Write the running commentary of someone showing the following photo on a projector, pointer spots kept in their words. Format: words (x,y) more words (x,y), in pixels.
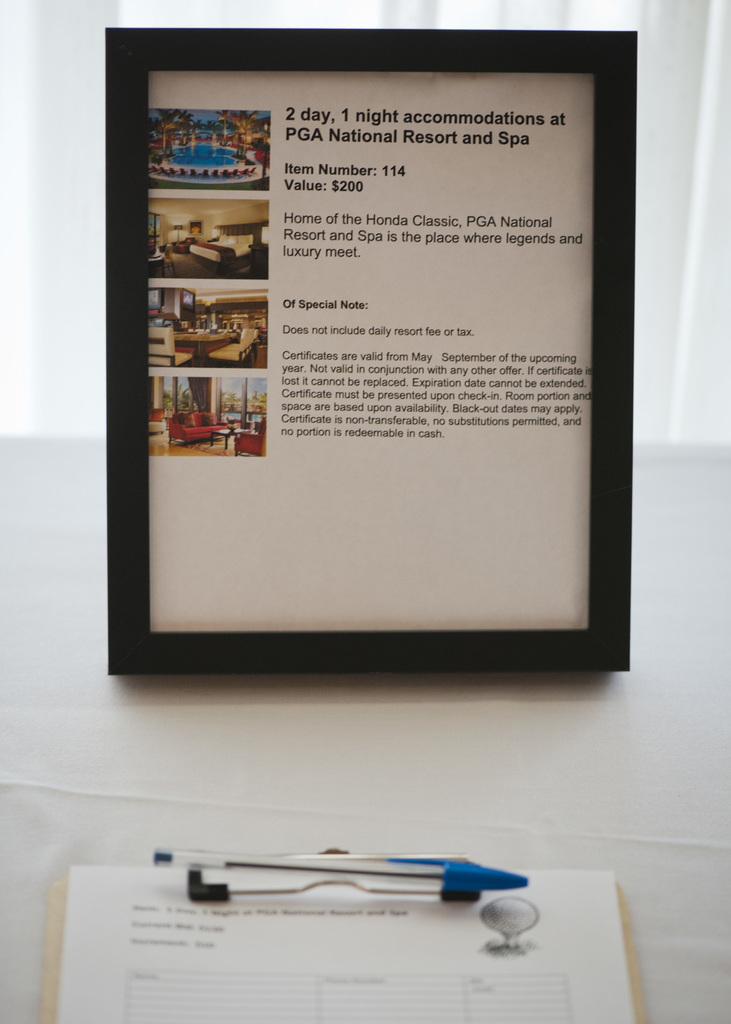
In this image I can see the board (396,612), pen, paper (309,903) and the pad (405,938) can be seen. These are on the white color surface (304,737). And I can see the white background (27,22).
